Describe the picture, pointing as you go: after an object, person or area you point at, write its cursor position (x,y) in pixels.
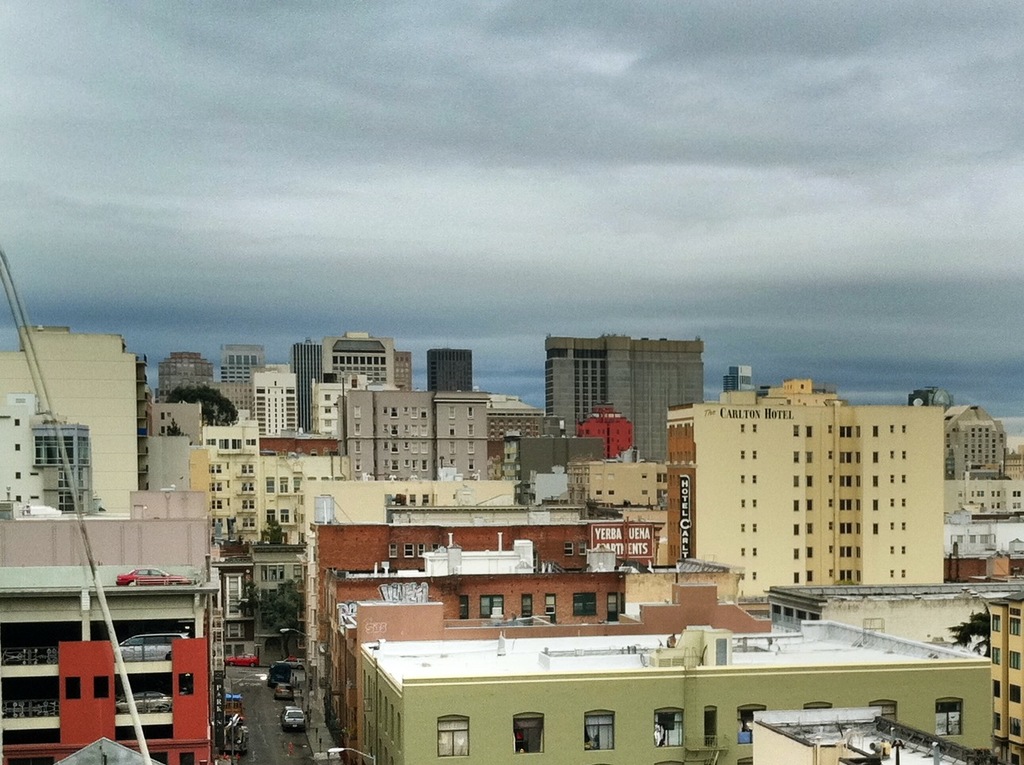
In this picture we can see the sky (720,199) and it seems like a cloudy day. We can see the buildings (530,444), trees (255,595), boards (223,743) and vehicles (277,675) on the road (307,748). On the left side of the picture (4,277) we can see a pole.
